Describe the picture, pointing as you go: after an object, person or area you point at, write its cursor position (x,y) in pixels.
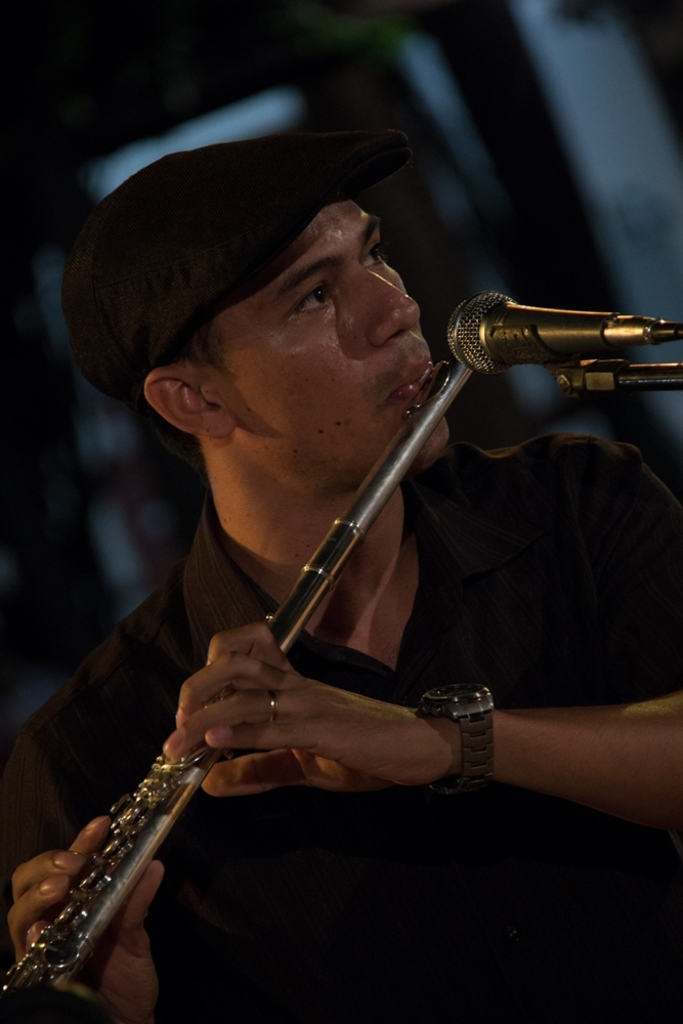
In the image we can see there is a man (449,755) who is holding flute (52,949) in his hand (36,881).
